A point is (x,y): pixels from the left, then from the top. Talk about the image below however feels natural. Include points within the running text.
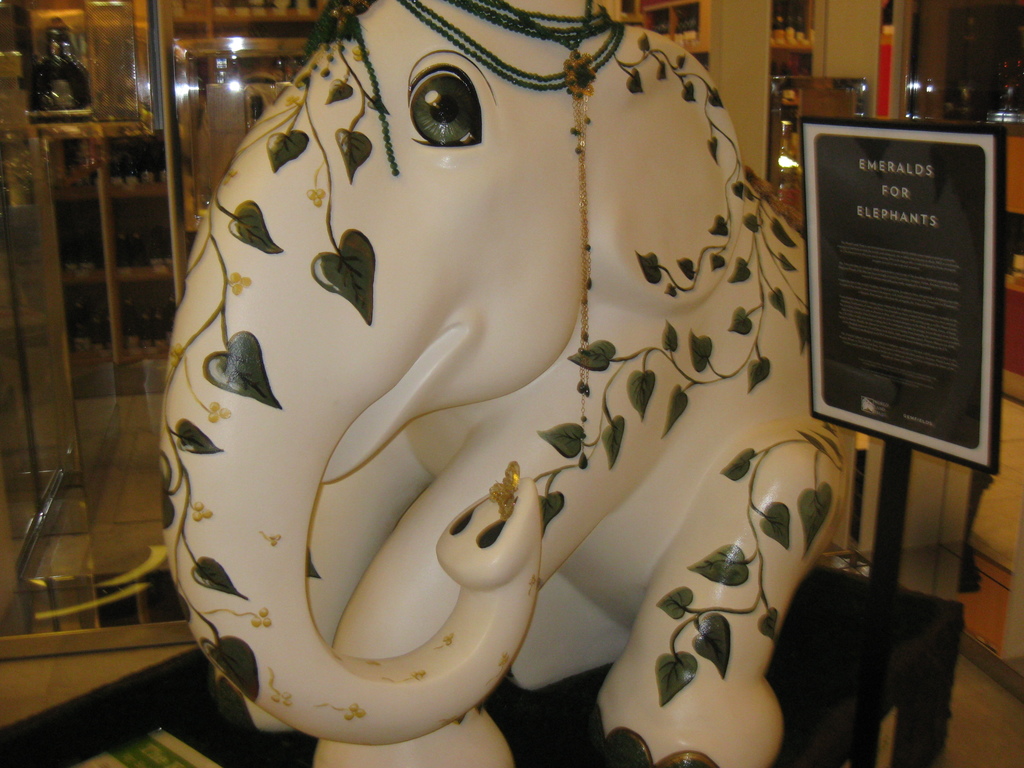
In this image there is a statue of an elephant (407,335), beside the statue (560,295) there is a photo frame (914,232) with text (910,243) on it, behind the elephant statue (335,231) there is a glass door (192,158).
